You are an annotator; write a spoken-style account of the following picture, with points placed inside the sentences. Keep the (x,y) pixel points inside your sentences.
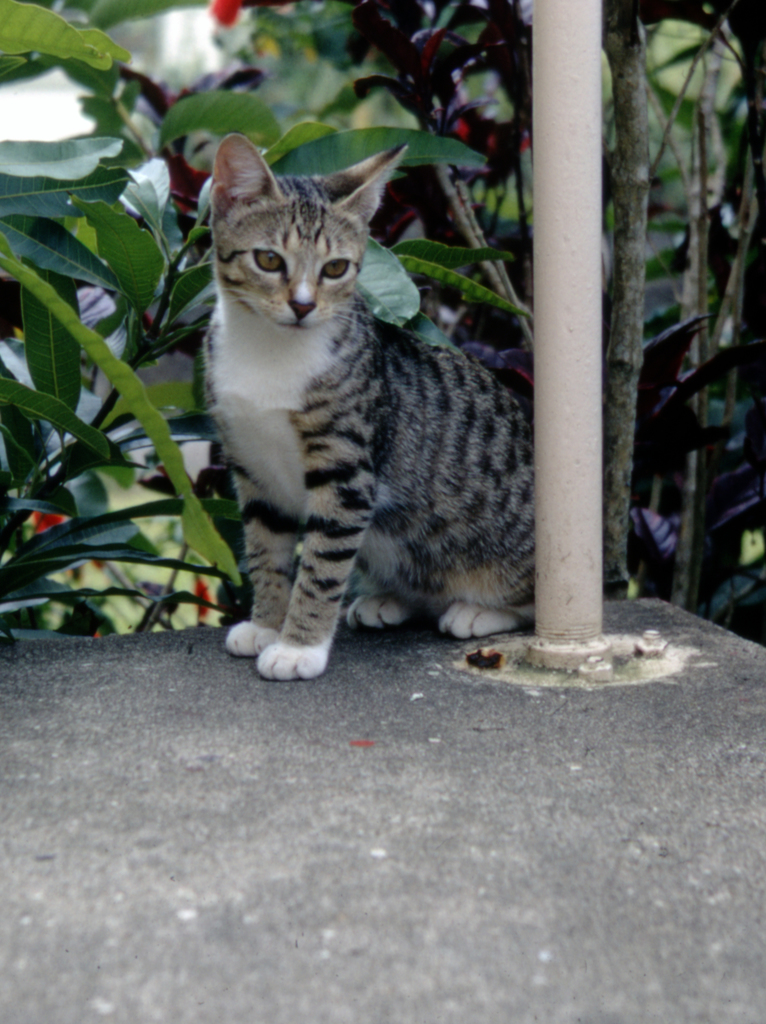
In the middle of the image (318,568) we can see a cat (347,353), beside the cat (334,472) we can see few plants (447,344) and a metal rod (598,273).
